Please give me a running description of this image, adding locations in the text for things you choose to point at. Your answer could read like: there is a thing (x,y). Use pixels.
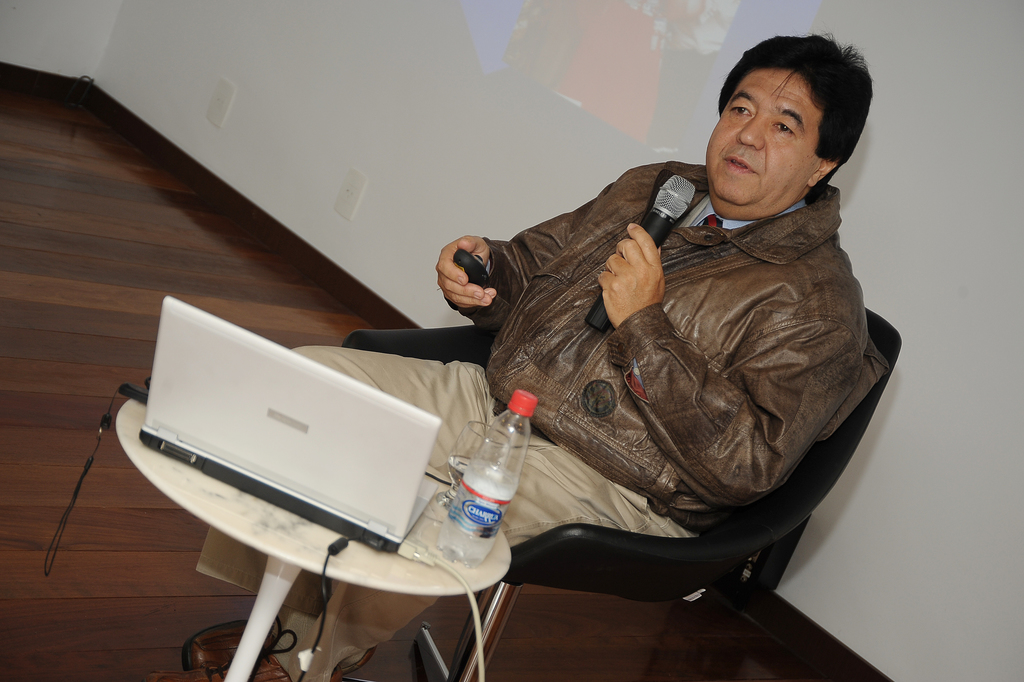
In the center (648,287) we can see one person (648,389) sitting on chair (590,526). In front (326,442) we can see table (322,551) and on table (368,548) we can see laptop (374,481) and bottle (475,482), glass (449,489). He is holding remote (477,281) and microphone (673,210). And back we can see screen (598,67).
